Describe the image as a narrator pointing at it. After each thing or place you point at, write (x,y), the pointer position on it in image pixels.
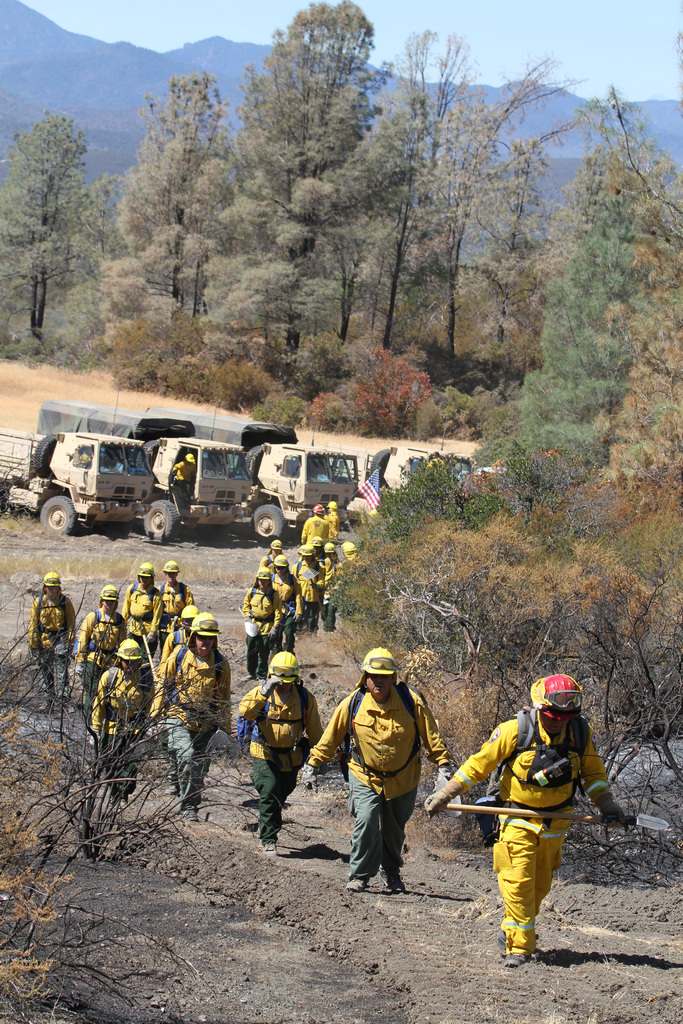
In this image there are people (372,742) walking. There are vehicles (384,457). There is sand (359,436). There are trees (275,93). There are mountains (95,157) in the background (104,154). There is a sky (609,47).
